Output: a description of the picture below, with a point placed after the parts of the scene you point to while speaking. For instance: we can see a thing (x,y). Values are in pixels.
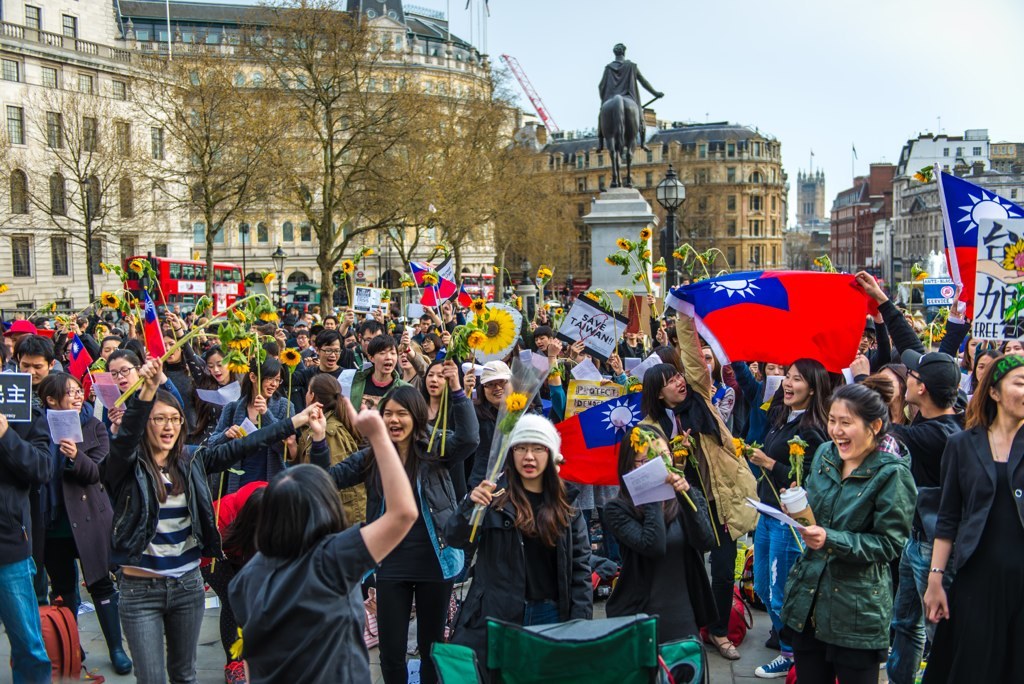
This is an outside view. Here I can see a crowd of people (456,572) holding boards (595,405) and flags (729,332) in the hands (234,433) and also many are holding sunflowers (236,328). In the background (343,237) there are many buildings (590,205), trees (253,181) and also there is a statue of a person (618,108) on the pillar (619,233). At the top of the image (807,27) I can see the sky (796,14).
